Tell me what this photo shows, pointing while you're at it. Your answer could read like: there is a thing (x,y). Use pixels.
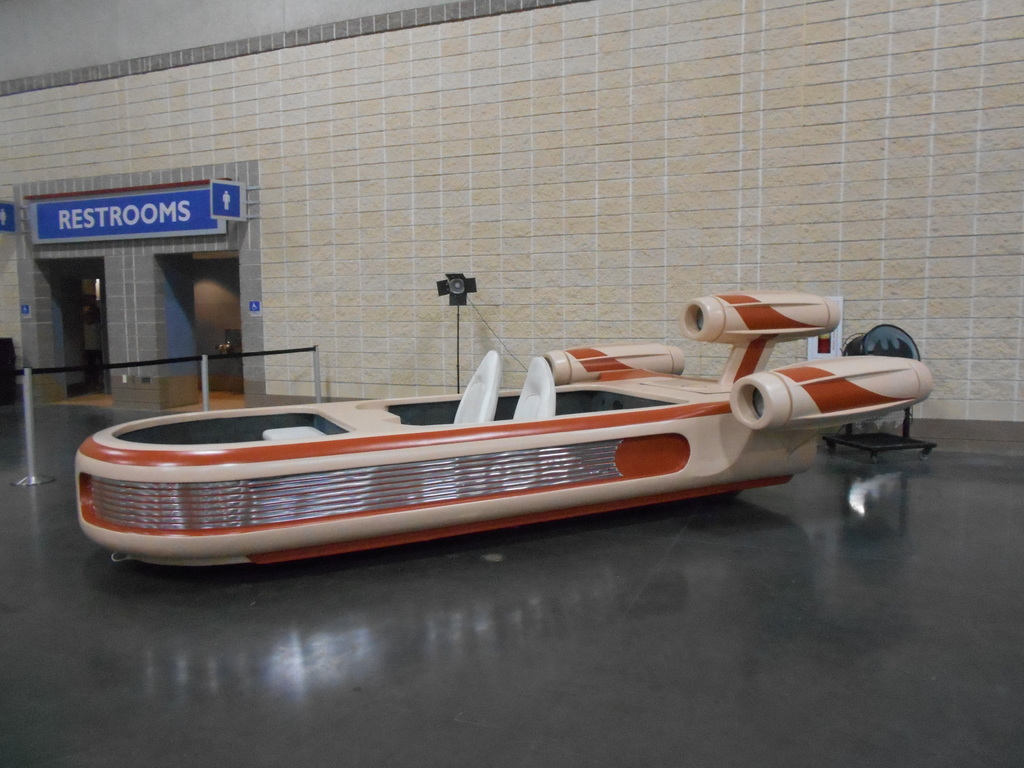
In this image we can see a boat (527,392) on the black floor (318,628). Behind the boat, fencing (175,359) and wall (488,277) is there. We can see the boards (131,206) are attached to the wall (22,210) on the left side of the image (148,211).
